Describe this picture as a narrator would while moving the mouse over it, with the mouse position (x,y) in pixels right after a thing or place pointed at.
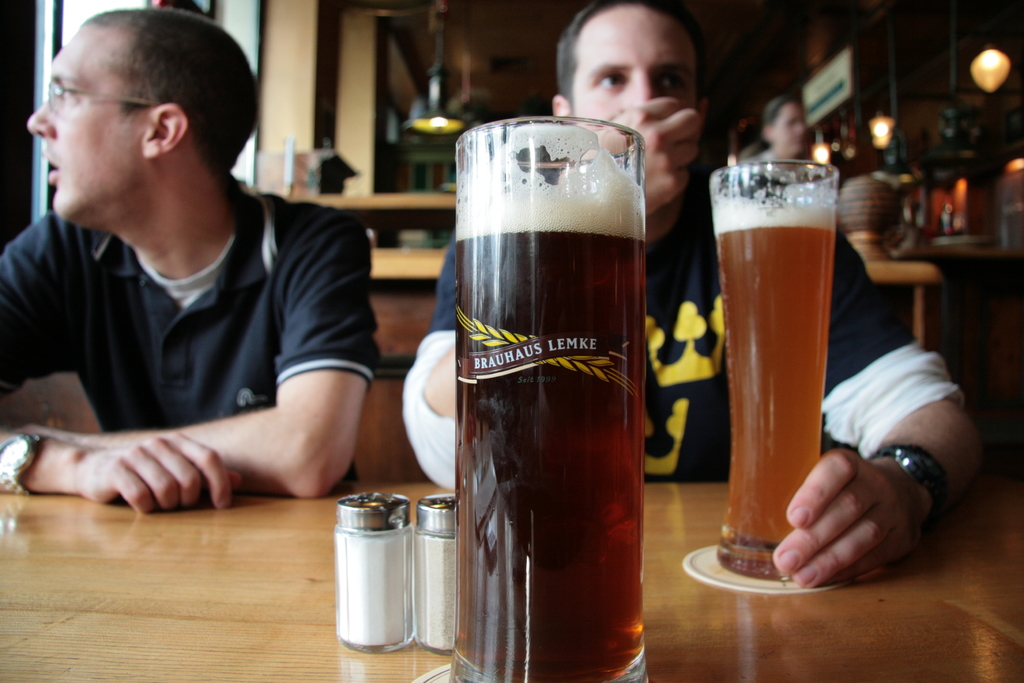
Here we can see a couple of glasses (510,331) of beers (759,216) on the table (285,555) there are two men (684,238) sitting in front of the table (23,542).
